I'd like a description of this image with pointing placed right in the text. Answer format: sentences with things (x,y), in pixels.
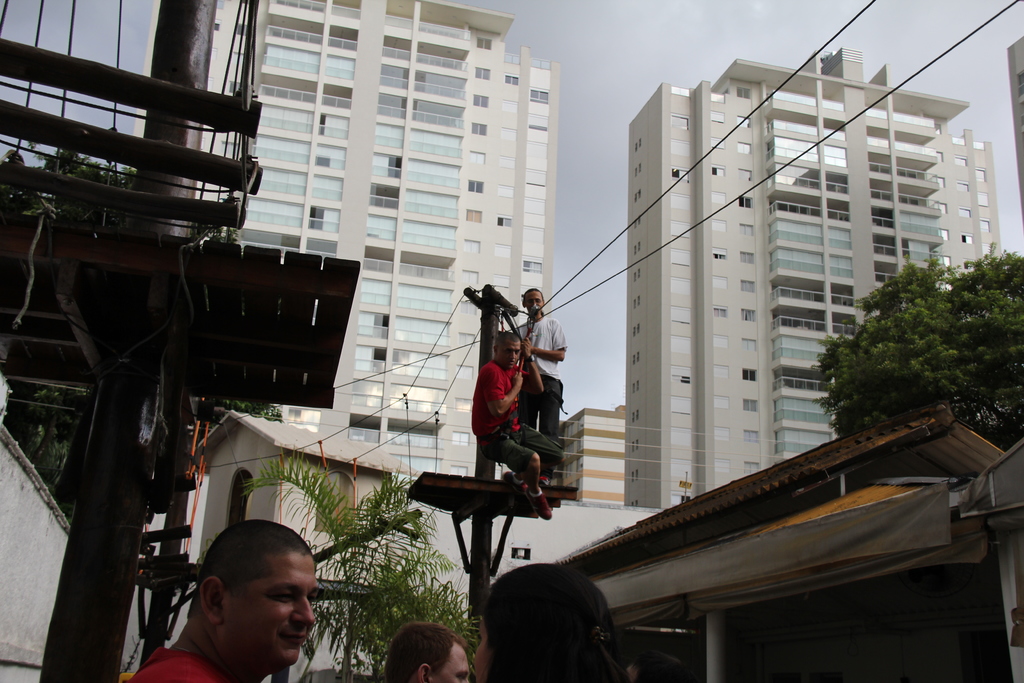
In the picture we can see some people (526,613) are standing and beside them, we can see a pole (111,623) with a platform (115,231) on it and behind them, we can see a pole (474,505) with two people (521,487) on it and holding a wire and near them, we can see some plants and in the background (662,493), we can see tower buildings (432,470) with glasses (776,227), railings (798,204) to it and near to it we can see a tree (831,394) and a shed (1016,479) and in the background (1008,225) we can see a sky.
